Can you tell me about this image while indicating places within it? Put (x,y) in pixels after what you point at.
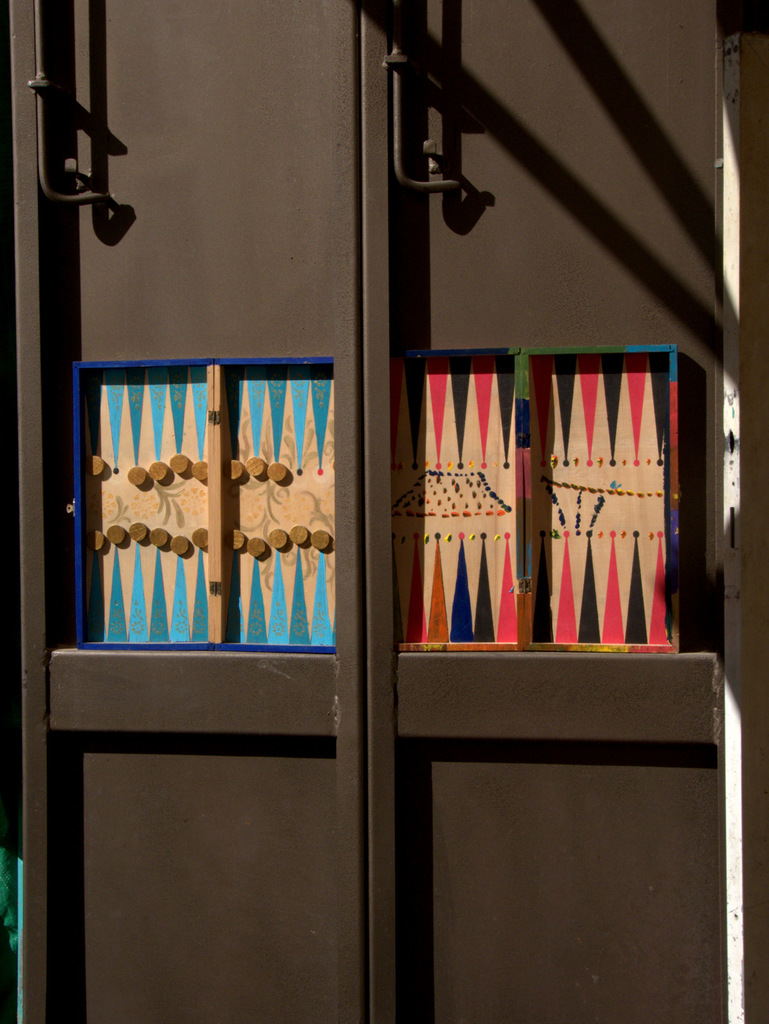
This picture is taken from outside of the door (430,328). In this image, on the right side (532,618), we can see two wooden boxes (536,607) which are placed on the door (539,730). On the left side (236,503), we can also see two wood boxes (234,521) with some coins (241,545) which are placed on the door (346,861). In the background (646,278), we can see a door (576,318) which is brown in color.
